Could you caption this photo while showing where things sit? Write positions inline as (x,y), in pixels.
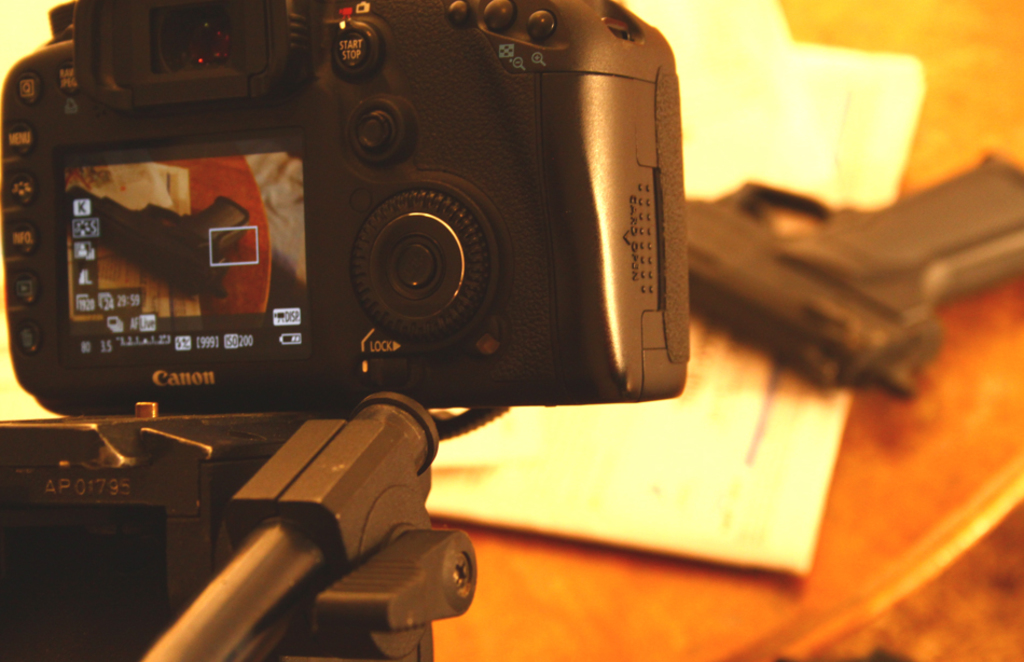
In this image in the front (334,454) there is a camera (272,329) with some text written on it which is on the stand (138,484) which is black in colour. In the background (857,593) there is a table (869,578) and on the table (878,543) there is a gun (795,276) and there are papers (757,435).
